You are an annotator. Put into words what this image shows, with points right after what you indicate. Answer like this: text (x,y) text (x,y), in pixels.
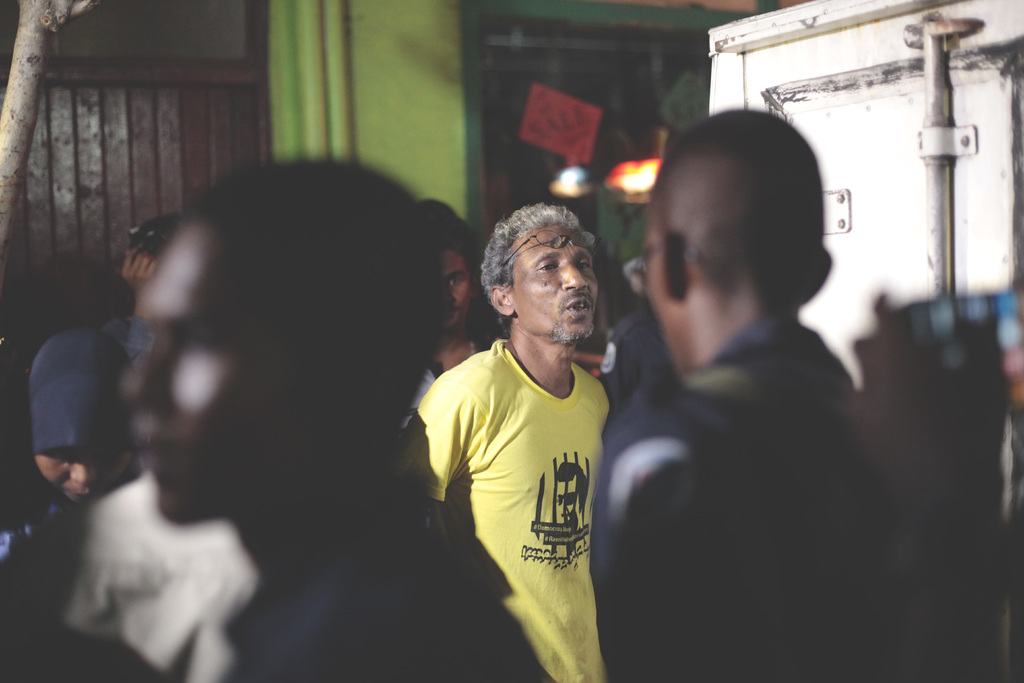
In front of the image there are people (674,452) standing. On the right side of the image (855,275) there is a door (868,298). In the background of the image (937,268) there are metal rods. There is a wall (421,118) with pipes (312,95) on it. Beside that, there is a wooden door (110,167), tree (25,32) and there are lamps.
